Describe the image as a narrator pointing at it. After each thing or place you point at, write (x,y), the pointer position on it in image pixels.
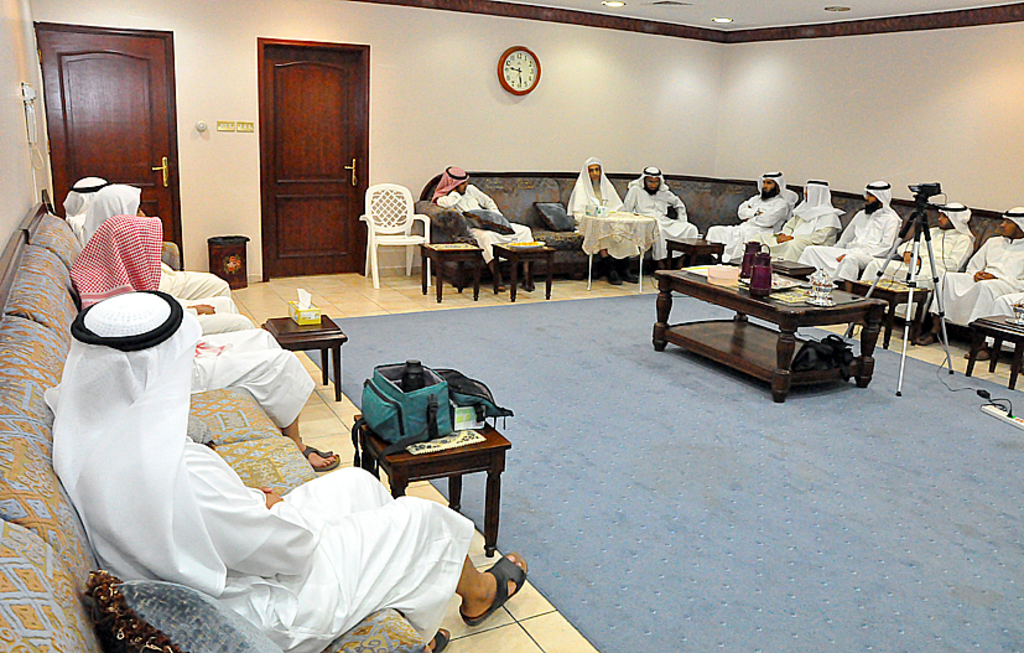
This is a picture taken in a room (669,270), there are a group of people (693,227) sitting on sofas (539,230) in front of these people (215,575) there is a tables (318,333) on the tables (775,307) there are bag (403,398), tissue box (304,315), jar (759,267) and cup (814,288) and the floor (674,520) is covered with mat (771,533). On the floor (825,513) there are tripod stand (922,216) with camera (926,193) and the extension box (1000,416). Behind the people (719,233) there are two wooden doors (322,117) and a wall (420,109) with clock (517,78). There are ceiling lights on the top (849,7).
